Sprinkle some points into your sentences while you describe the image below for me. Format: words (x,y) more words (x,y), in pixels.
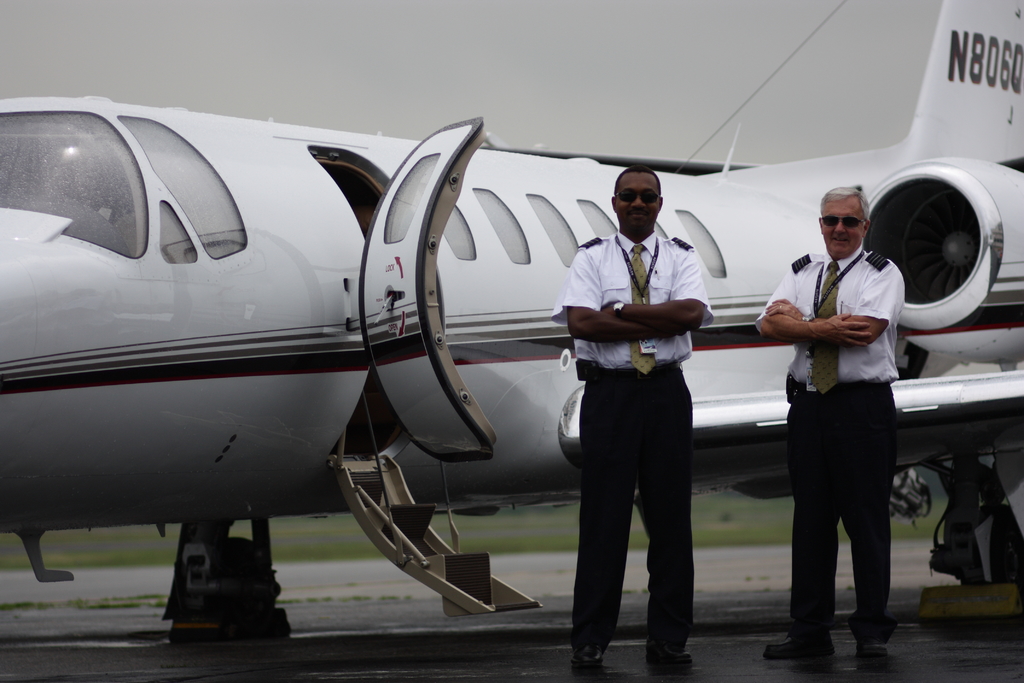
In the foreground of this image (642,490), there are two men (840,392) standing on the road (565,659). Behind them, there is an airplane (302,318). In the background (440,15), there is the sky (393,36) and the grass (98,537) at the bottom (111,552).
